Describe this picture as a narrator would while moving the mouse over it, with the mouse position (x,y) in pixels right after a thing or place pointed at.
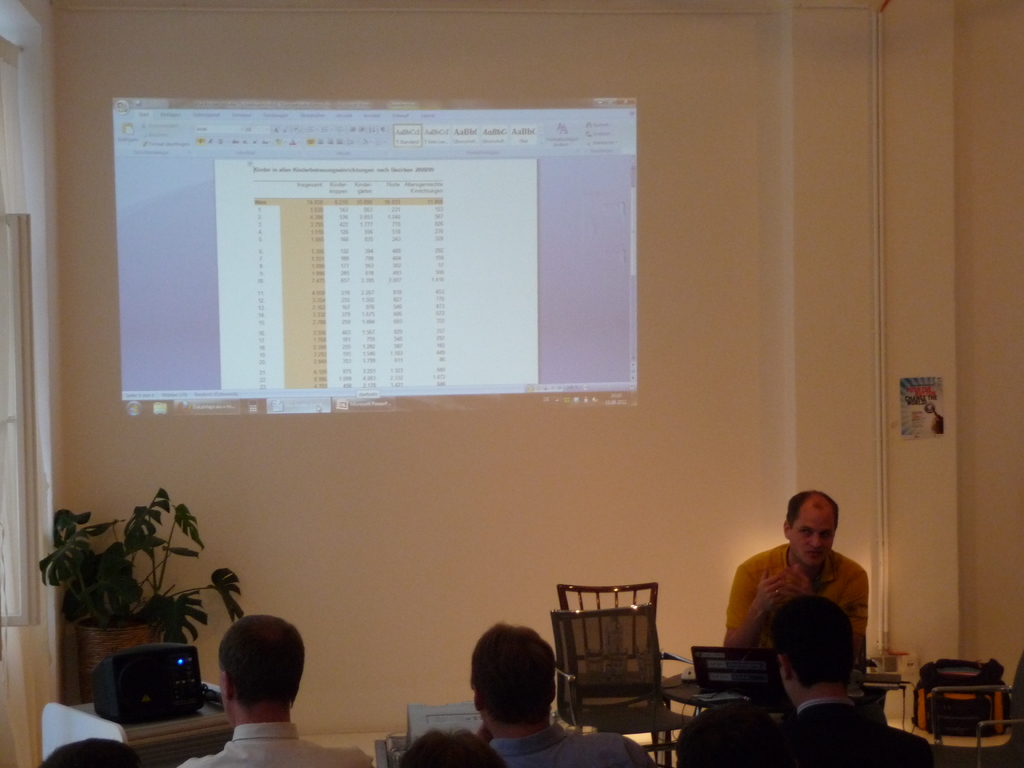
It is a room (711,361), there is a presentation (360,244) being displayed on the wall (484,468) in front of that there are few people (289,666) sitting and watching, the wall (669,489) is of cream color.
